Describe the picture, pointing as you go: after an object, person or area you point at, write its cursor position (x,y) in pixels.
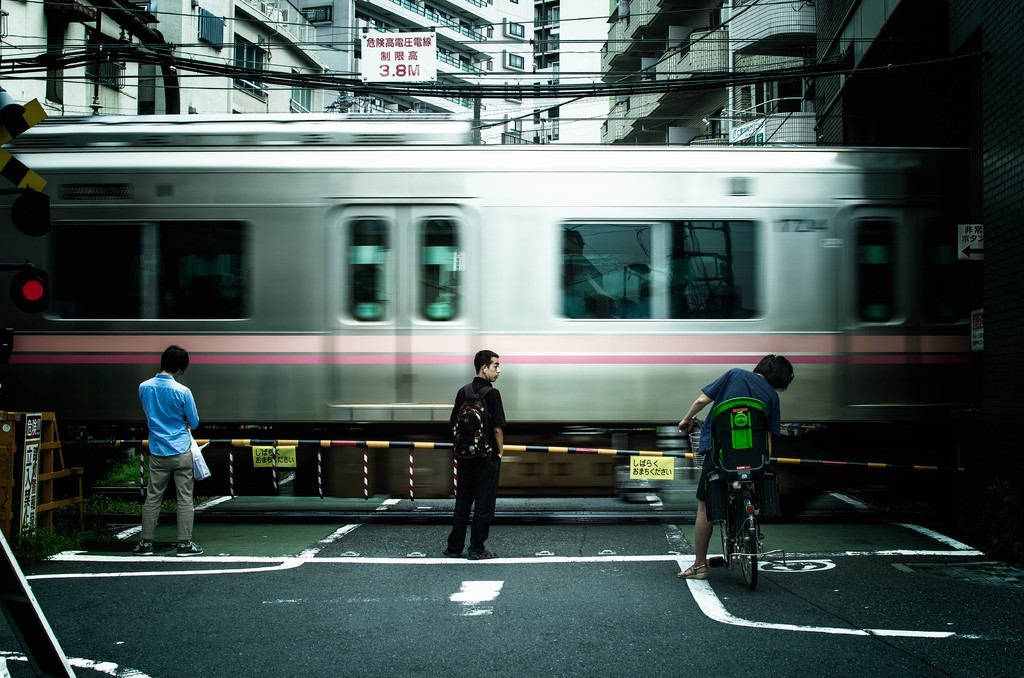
Here I can see two people (158,432) are standing on the road (315,601) and one person (749,388) is standing and holding the bicycle (741,510) in the hands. In front of these people (462,482) there is a train (562,324). On the left side (33,219), I can see a traffic signal board (25,300) and railing (65,473). On the top of the image (773,62) there are some buildings (442,34) and also I can see some wires (537,85).
